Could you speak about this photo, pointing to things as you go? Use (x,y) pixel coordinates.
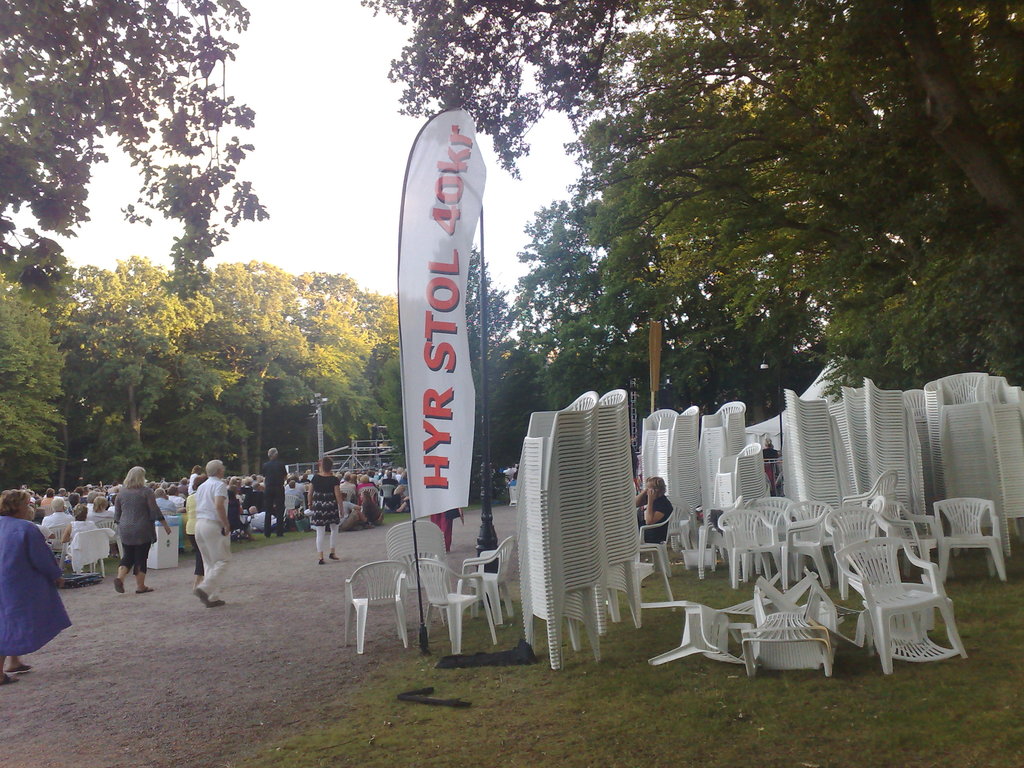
In this image, we can see so many trees (605,340), banner (449,397), poles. At the bottom (936,574), we can see chairs (677,648), a group of people (46,614). Few (55,626) are walking and sitting. Here we can see grass (597,725), some objects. Top of the image (376,123), there is a sky (358,135).
